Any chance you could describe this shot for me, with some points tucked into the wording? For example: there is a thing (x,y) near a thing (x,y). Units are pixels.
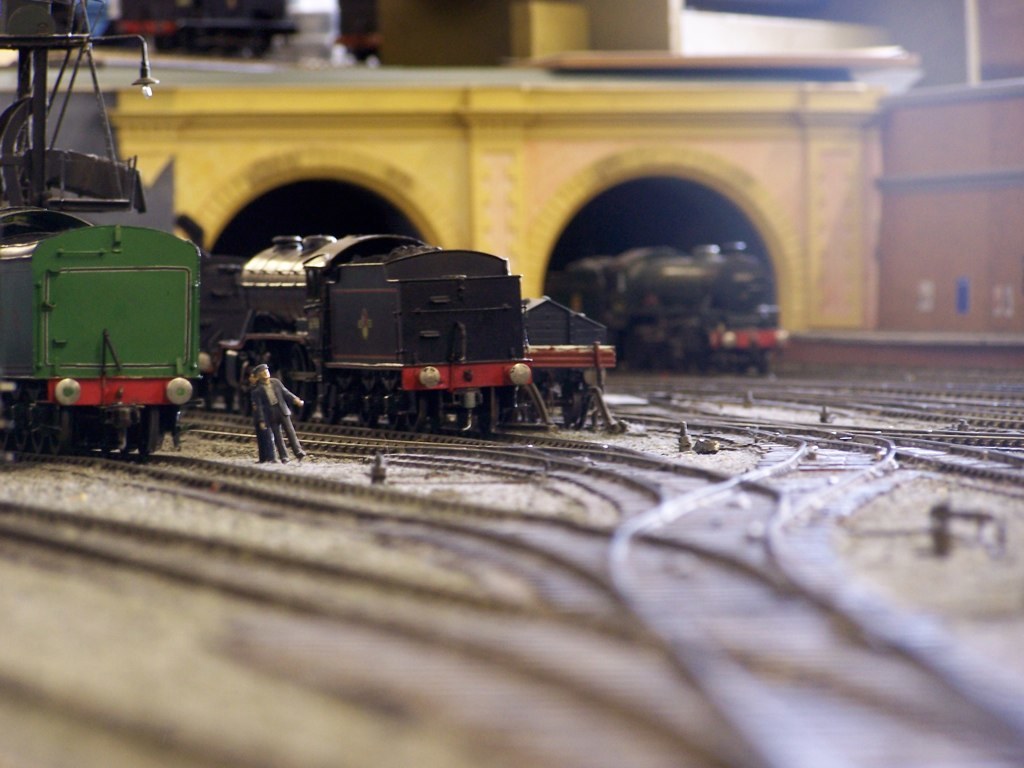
In this image, we can see toy trains (343,361) on the track (347,445) and there are people (279,427) and in the background (295,104), there is a bridge (272,88) and we can see a light (143,50) and there are some other toy trains (725,302).
